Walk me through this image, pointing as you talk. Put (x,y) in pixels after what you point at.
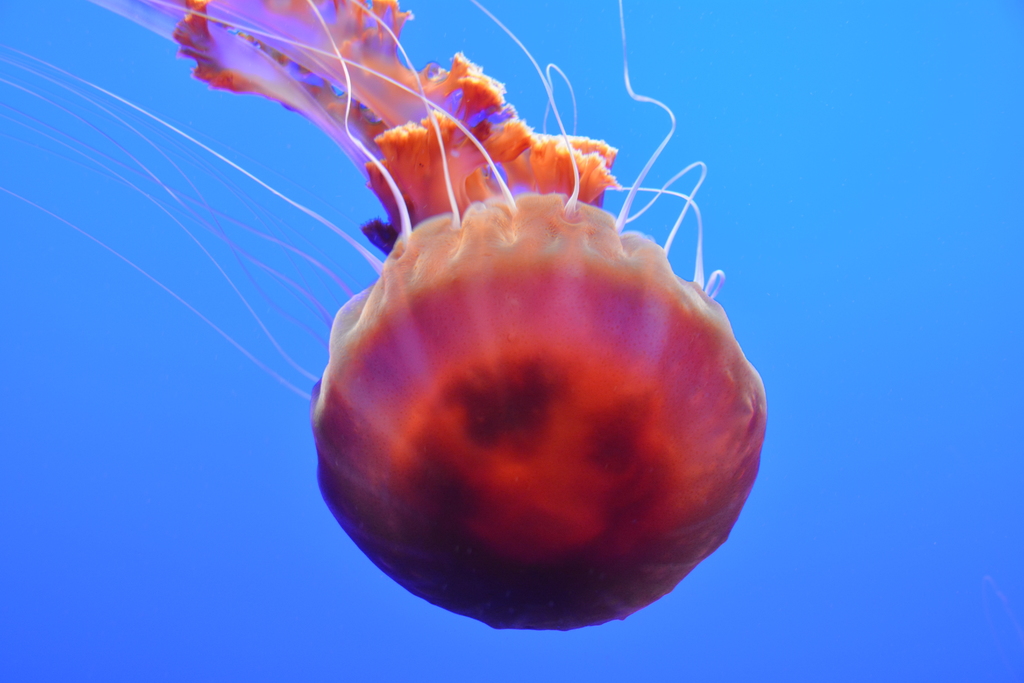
Here we can see jellyfish (722,438). Background (884,139) it is blue color.
